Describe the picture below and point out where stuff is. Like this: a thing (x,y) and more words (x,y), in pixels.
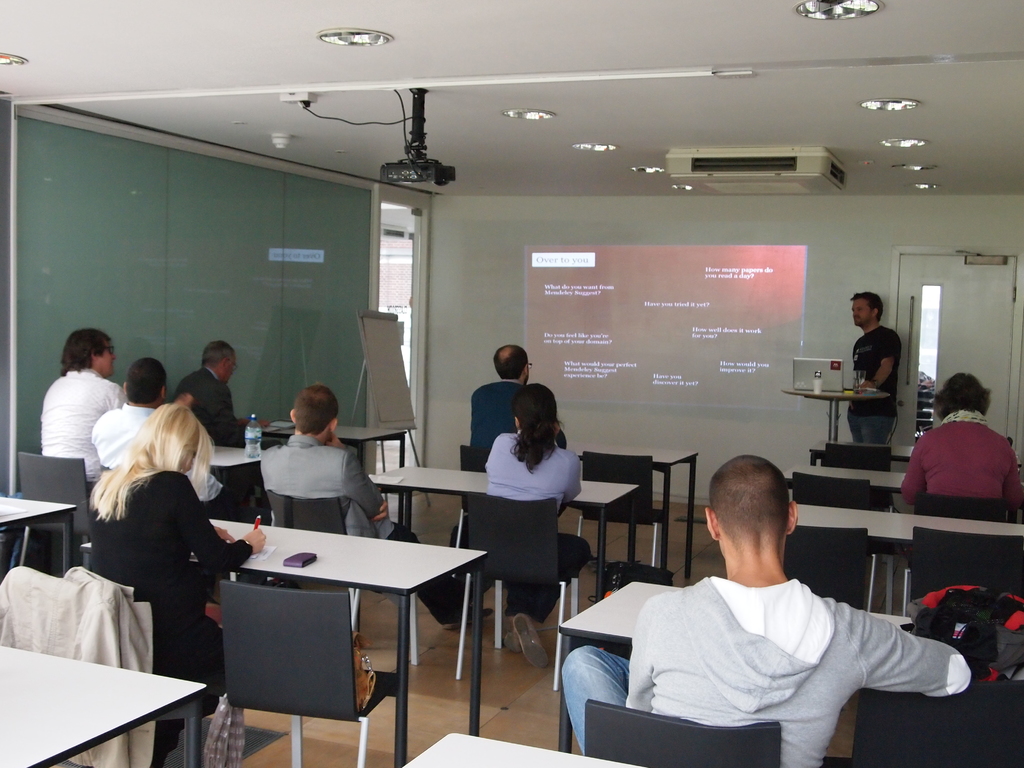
In this image i can see few people (680,628) sitting on chair (623,730) in front of them there is a table (439,551) at the back ground (901,350) i can see a man (885,356) standing, a laptop (826,368), a projector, board (379,373).
